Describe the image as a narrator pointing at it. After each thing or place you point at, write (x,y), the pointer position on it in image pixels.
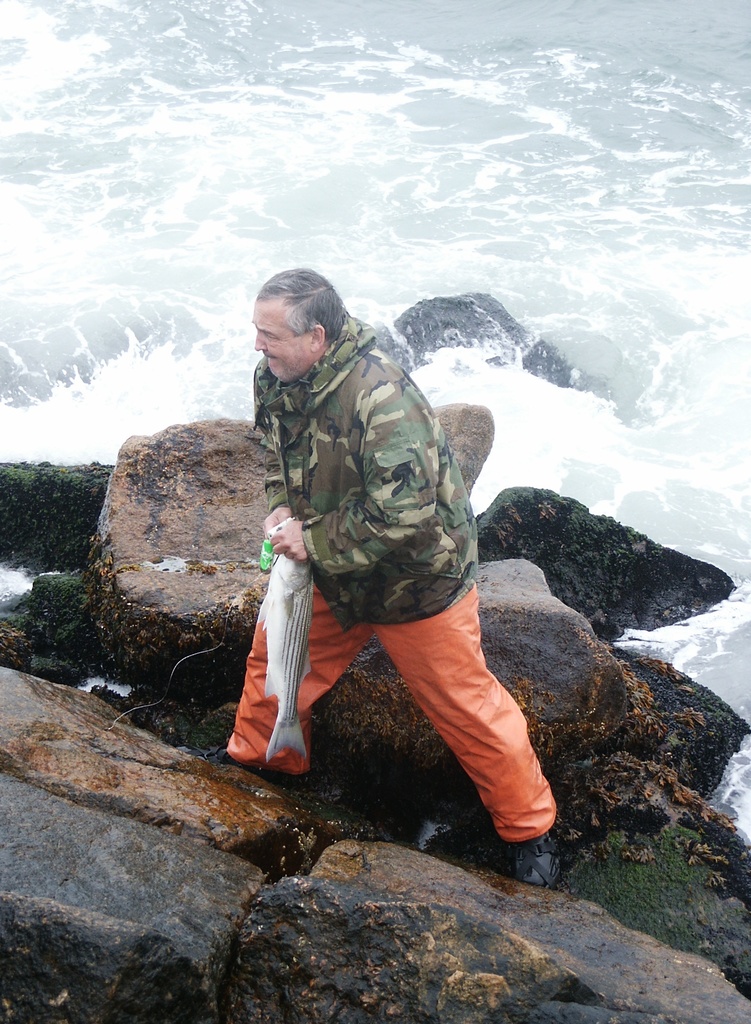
In the foreground of this picture (384,607), there is a man (377,496) on the rock (384,802), holding a fish (298,638) in his hand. In the background (363,680), there are rocks (484,303) and the water (388,153).
